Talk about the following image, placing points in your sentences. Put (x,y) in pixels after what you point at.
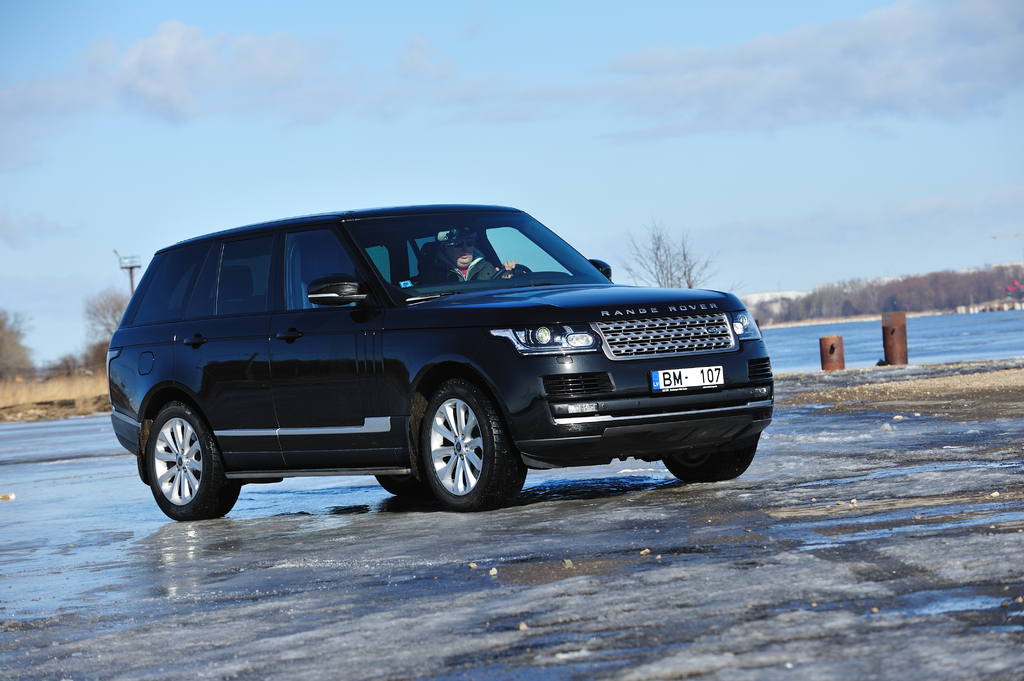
In this picture there is a black color car (472,400) in the center of the image (570,269) and there is water (950,359) and trees (760,313) in the background area of the image (933,333).
